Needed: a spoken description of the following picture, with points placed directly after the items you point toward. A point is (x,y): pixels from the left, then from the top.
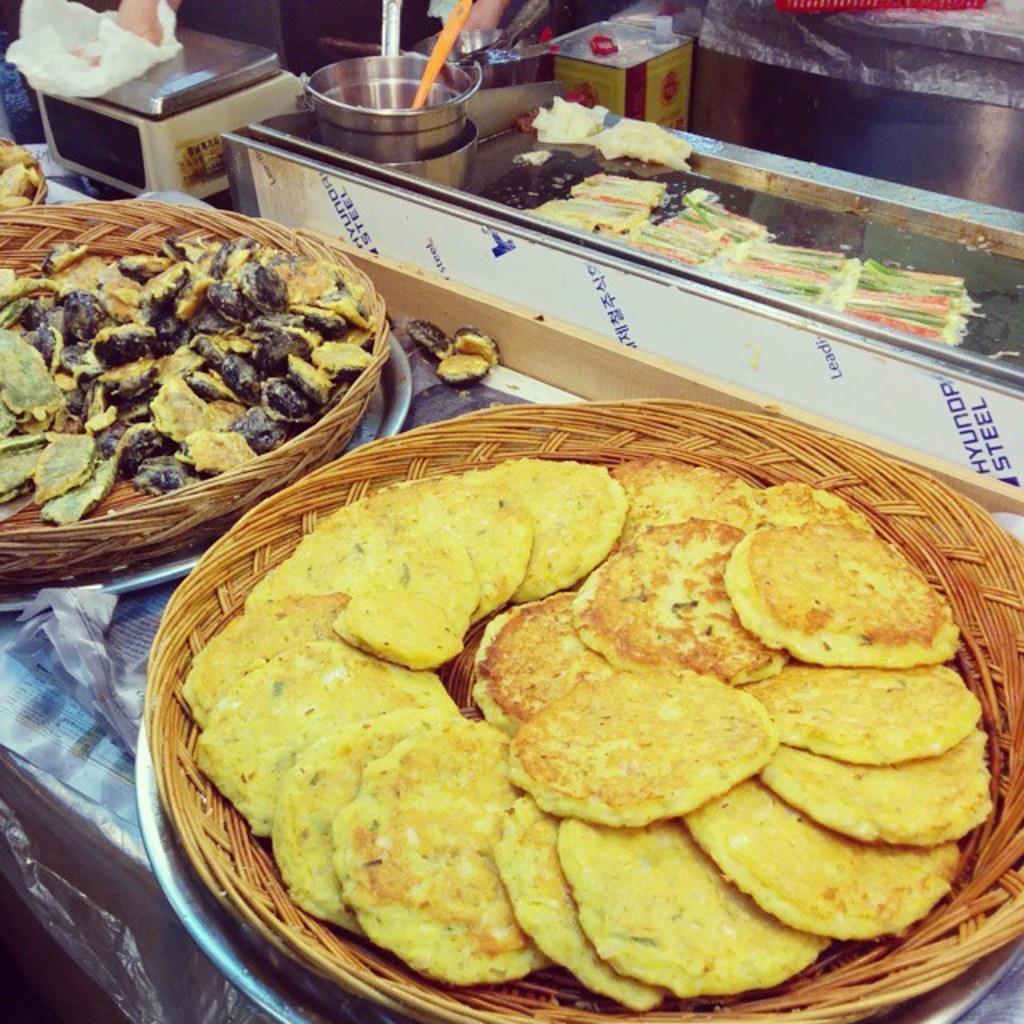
In this image, I can see the wooden baskets (248,515) with the food items (279,430) on it. This looks like a table (491,235) with the utensils (454,145) and few other objects (768,237) on it. At the top of the image (655,111), that looks like an oil can (655,77). I think this is an electronic weighing machine (179,58).
